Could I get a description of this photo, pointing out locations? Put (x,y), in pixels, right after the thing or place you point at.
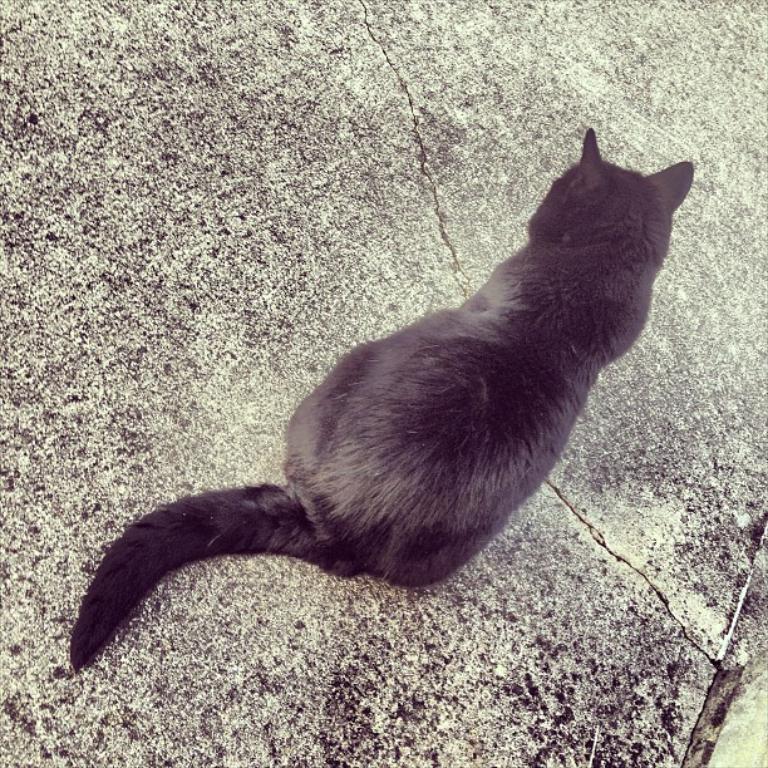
In this picture we can observe an animal (336,518). This animal (307,535) is a cat (467,409) which is in black color, sitting on the floor (259,348). We can observe a crack (370,34) on the floor (683,588).
